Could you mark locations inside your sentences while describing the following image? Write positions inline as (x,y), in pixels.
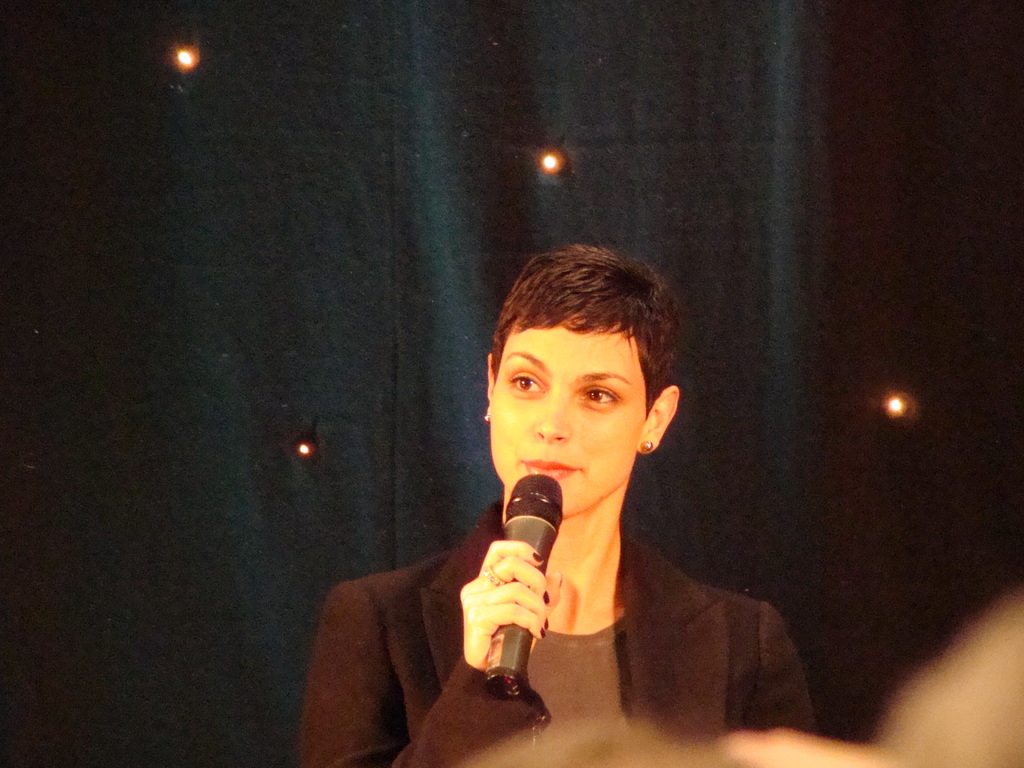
This person (563,407) is holding a mic (552,500) and wore a suit (700,622). Background (773,458) there are lights (185,58) and curtain (337,235).
